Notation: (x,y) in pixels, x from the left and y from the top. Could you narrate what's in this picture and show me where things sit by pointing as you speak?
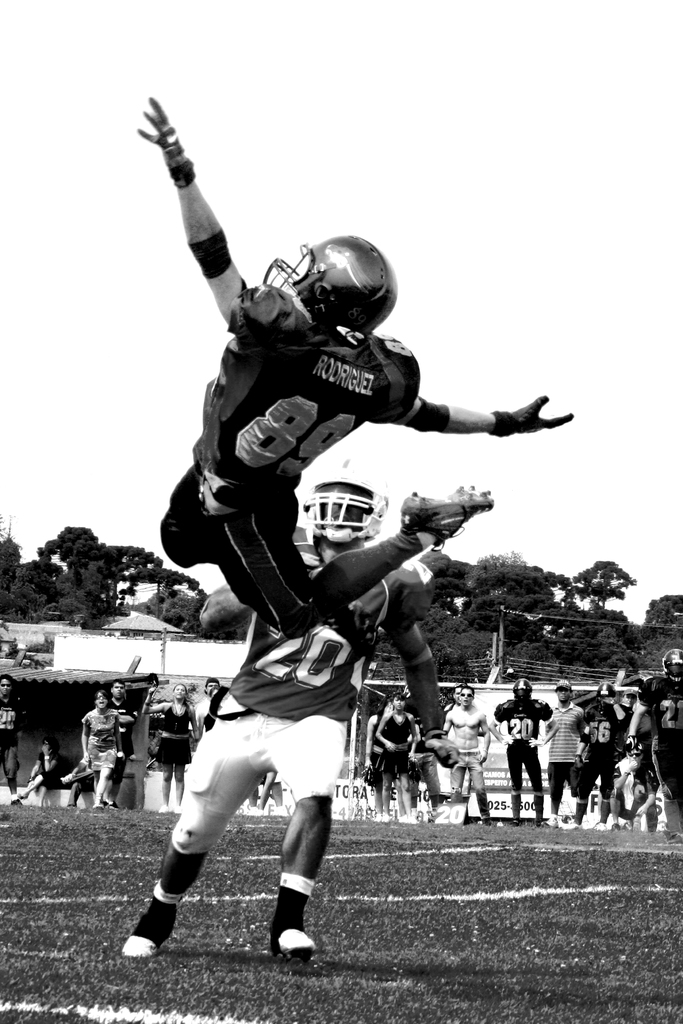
In this image we can see the players (264,446) wearing the helmets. We can also see a few people (93,718) standing and watching. There is a person (54,795) sitting under the roof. We can see the ground (572,945), trees (462,578), electrical poles (494,654), wires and also the sky (411,164) and it is a black and white image.
